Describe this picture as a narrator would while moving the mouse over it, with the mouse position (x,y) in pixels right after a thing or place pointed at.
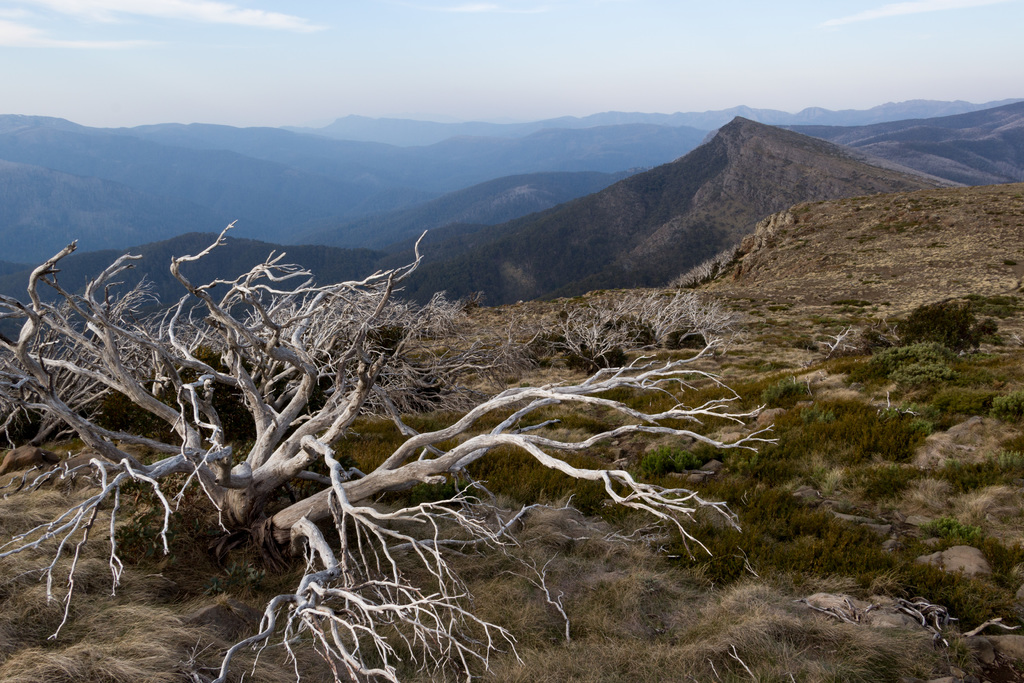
In the left side of the image (266,379) there is a tree (246,290). At the bottom of the image (694,565) there is grass (742,518). In the background of the image (452,257) there are mountains (75,129), sky (287,81).
